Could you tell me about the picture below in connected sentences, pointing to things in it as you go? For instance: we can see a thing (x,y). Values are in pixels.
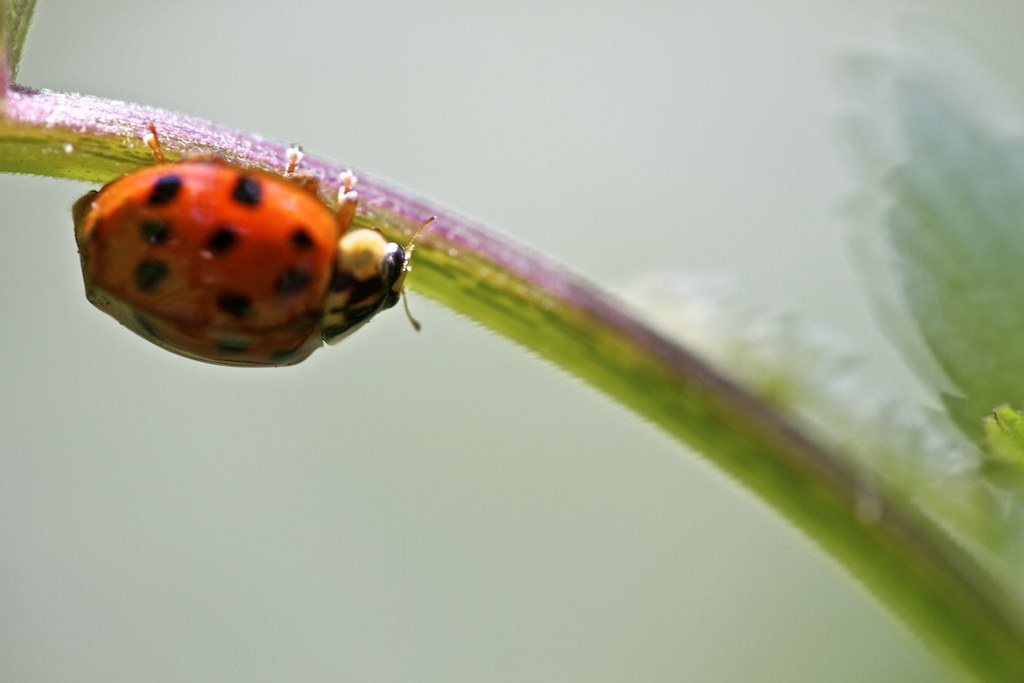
On the left side of the image (192,277) we can see a bug (264,262) on the stem (446,267).
